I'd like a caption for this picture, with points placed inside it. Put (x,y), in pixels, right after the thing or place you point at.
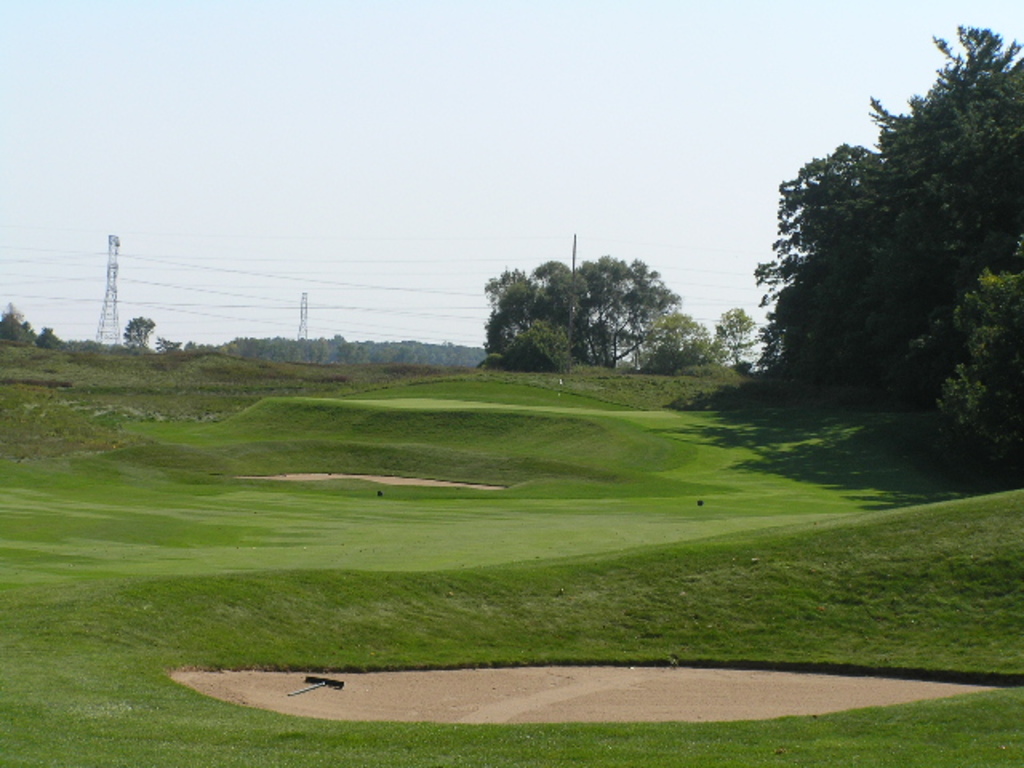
In this image I can see trees (870,181), garden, wires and towers (114,288). The sky (366,155) is in white and blue color.
